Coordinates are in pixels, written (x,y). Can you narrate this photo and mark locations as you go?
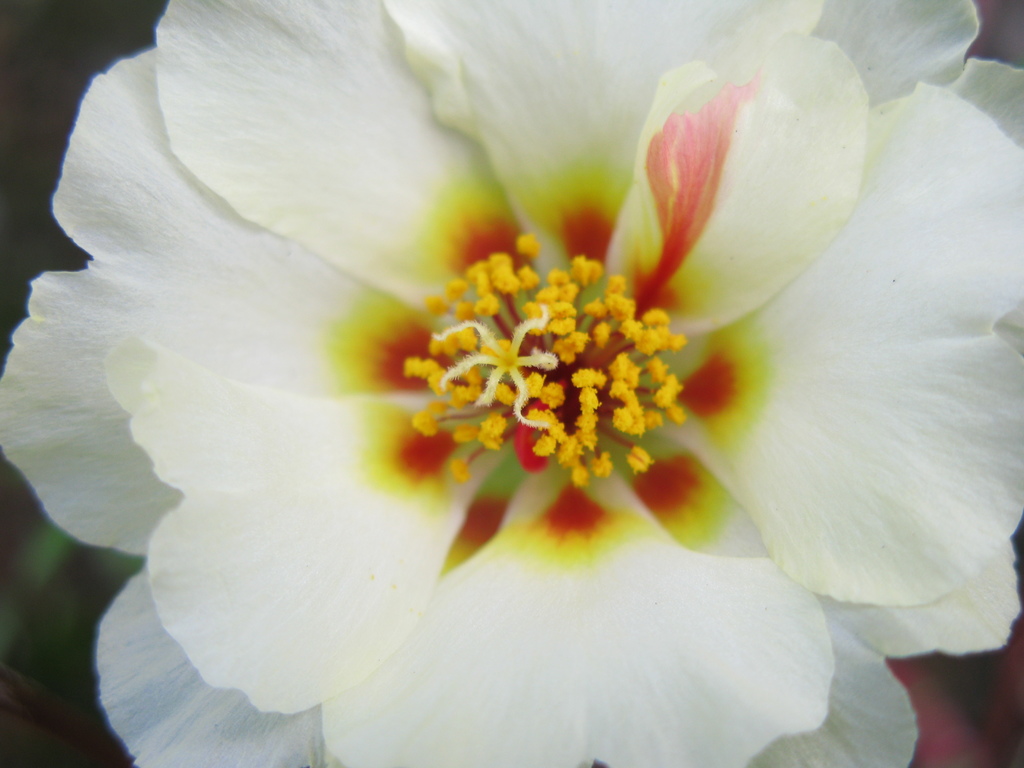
This is the zoom-in picture of the white color flower (396,285) where we can see pollen grains (578,337).
